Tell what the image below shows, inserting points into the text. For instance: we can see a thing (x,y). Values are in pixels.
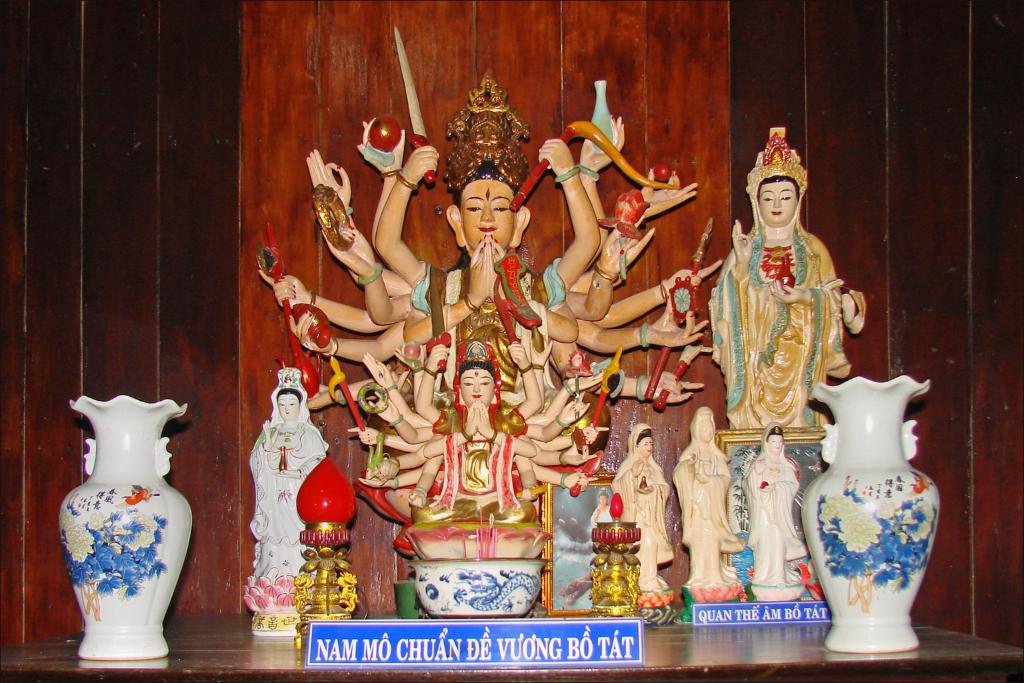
In the picture I can see two white color flower vases (895,552) on the either side of the image which is placed on the surface (323,669). Here I can see two blue color boards (425,650) on which I can see some text (765,615) is written and here I can see few statues (770,211) and in the background (719,399), I can see the wooden wall (114,268).
